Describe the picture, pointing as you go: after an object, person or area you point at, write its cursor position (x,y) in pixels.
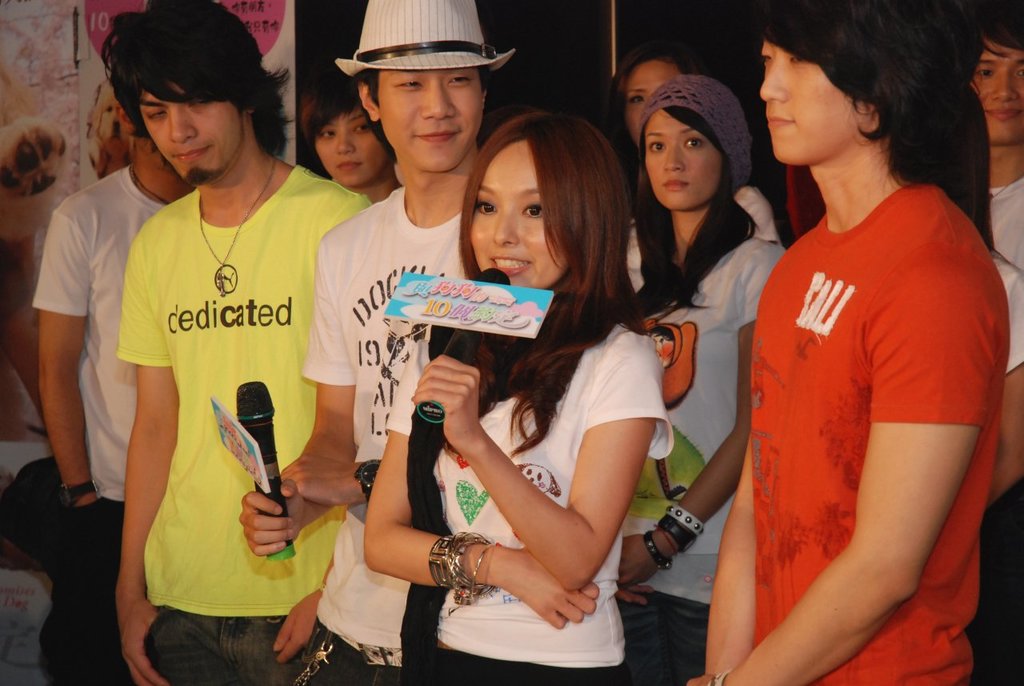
In this image I can see few persons (482,385) standing. Two persons (403,560) are holding mic (285,550) in their hands (277,538). One person (391,363) is wearing a hat (391,64).
